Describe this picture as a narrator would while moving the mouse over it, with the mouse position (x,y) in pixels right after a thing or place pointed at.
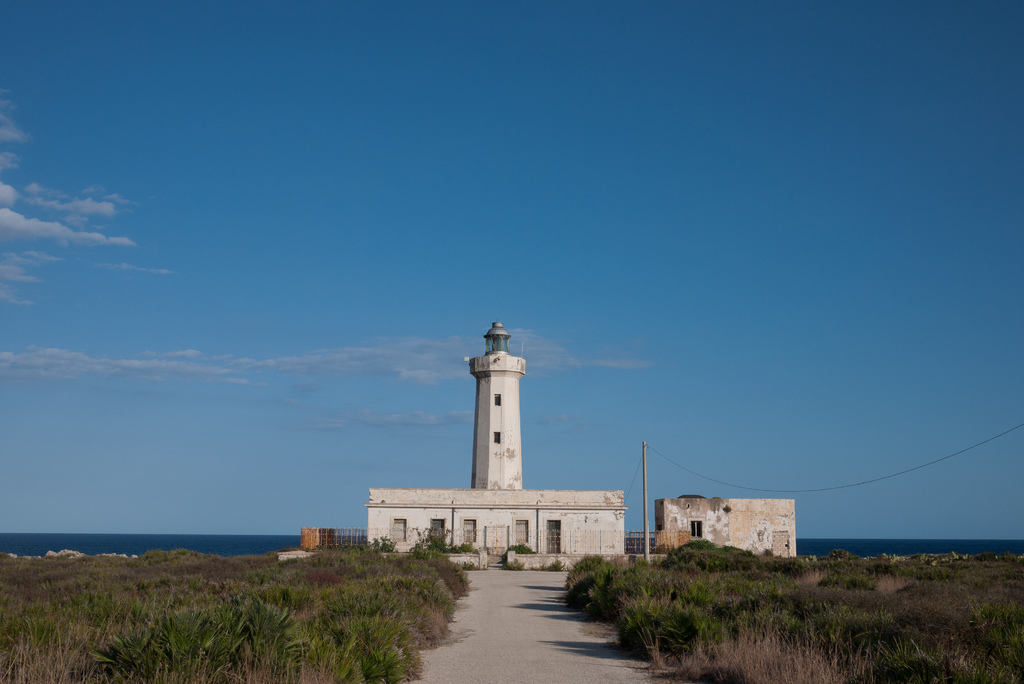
This picture shows buildings (730,540) and we see a house (754,513) on the side and we see grass (784,625) and plants (230,610) on the ground (8,561) and we see water (829,545) and blue cloudy Sky (403,129).
